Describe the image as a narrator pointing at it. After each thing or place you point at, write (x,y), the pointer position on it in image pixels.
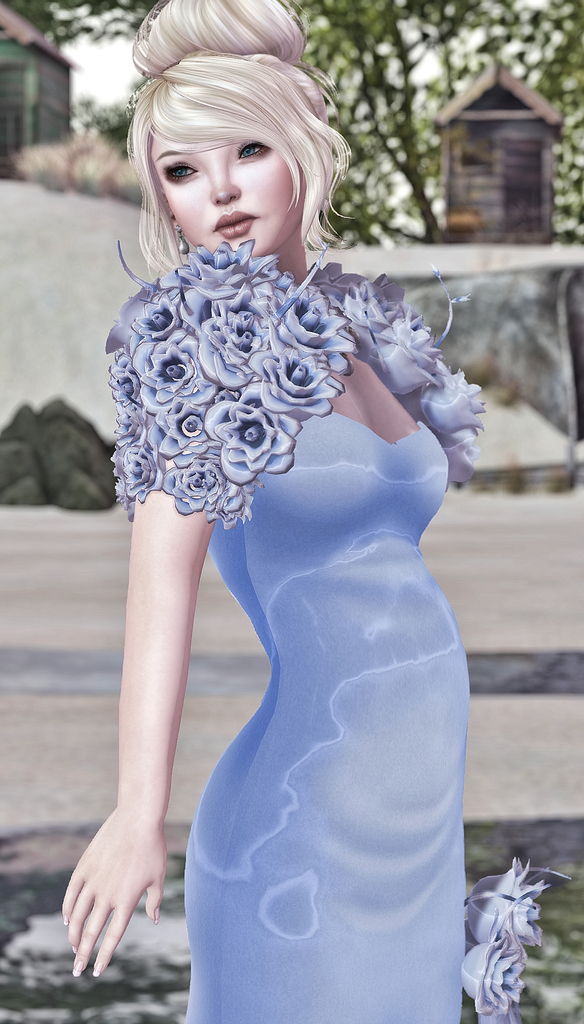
It is an edited image. In this image we can see the depiction of a woman (281,282). In the background (476,767) we can see the path (503,572), house (499,214) and also the trees (352,52).
